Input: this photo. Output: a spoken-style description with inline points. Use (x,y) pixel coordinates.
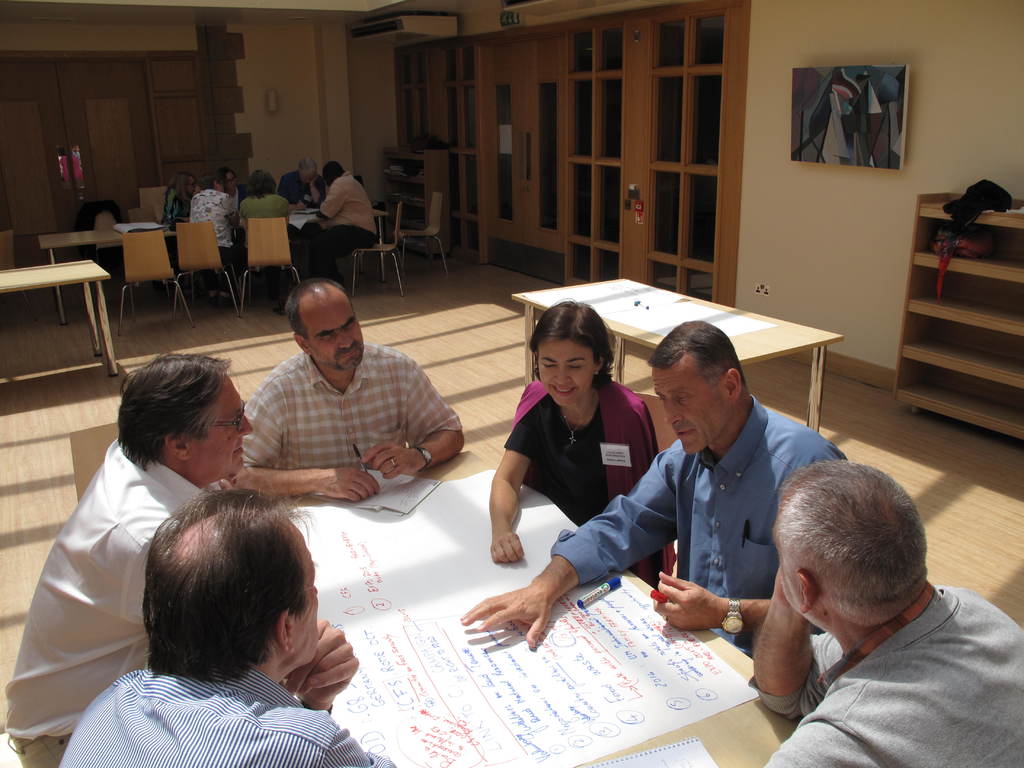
In the left middle (324,304) and bottom middle, a group of people (249,524) sitting on the chair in front of the table (581,729) on which paper sheet (615,651) and marker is kept and talking. In the background (764,115) the walls (763,102) are light brown in color. In the middle (535,258) doors (698,215) are visible. This image is taken inside a room (314,221).
